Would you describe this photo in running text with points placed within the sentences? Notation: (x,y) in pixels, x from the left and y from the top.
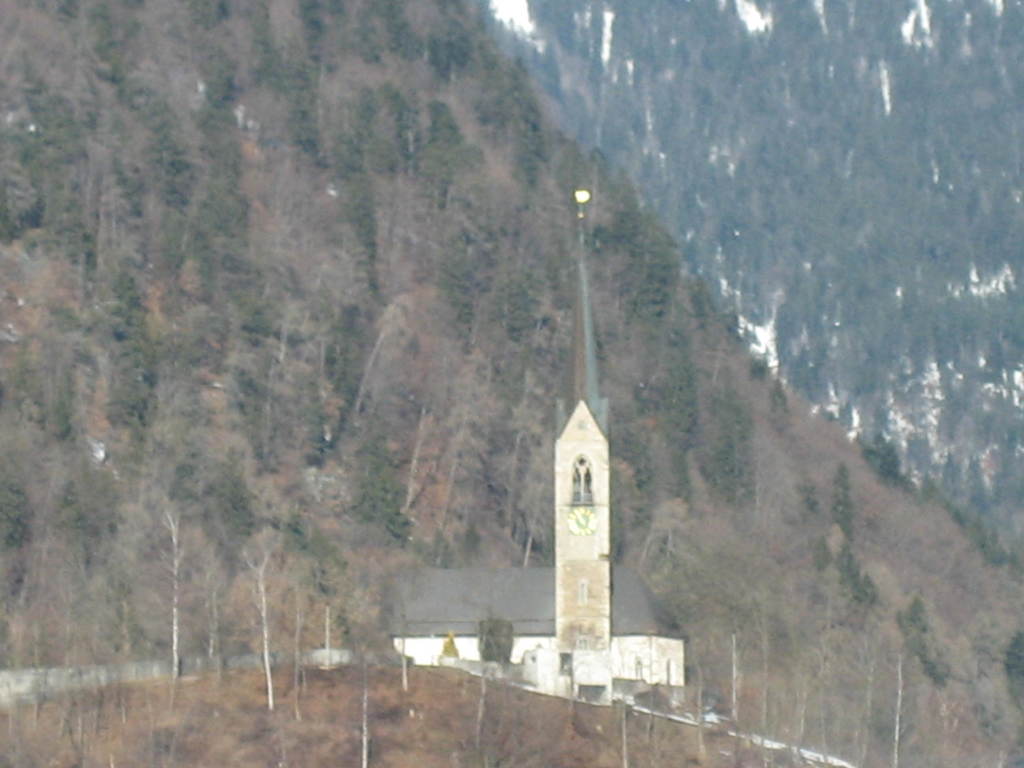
In this image we can see a house (497,615), pole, light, wall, trees (316,600), and mountain (810,275).
